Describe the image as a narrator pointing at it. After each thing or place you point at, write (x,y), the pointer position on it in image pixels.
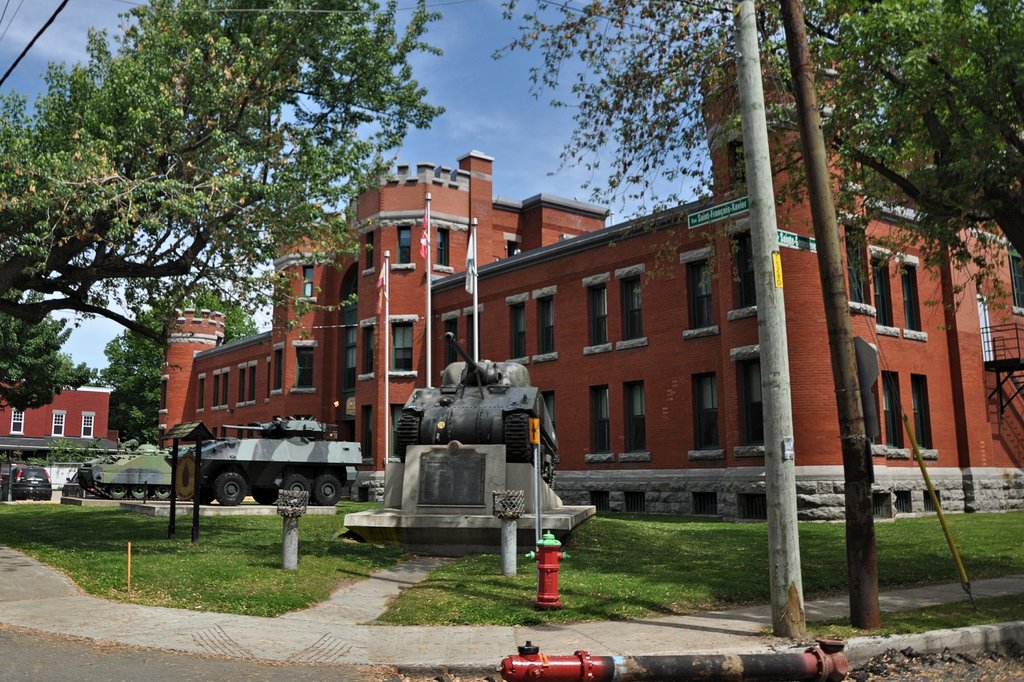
At the bottom of the image (533,659) there is a red color object (520,671). Behind that there is ground (362,570) with grass (586,544) and standpipe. And also there are war tanks (308,435). Behind them there is a building (605,299) with walls (657,353), windows (401,257), and pillars (476,211). In front of the building (490,219) there are poles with flags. In the image there are many trees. At the top of the image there is sky (598,84).
